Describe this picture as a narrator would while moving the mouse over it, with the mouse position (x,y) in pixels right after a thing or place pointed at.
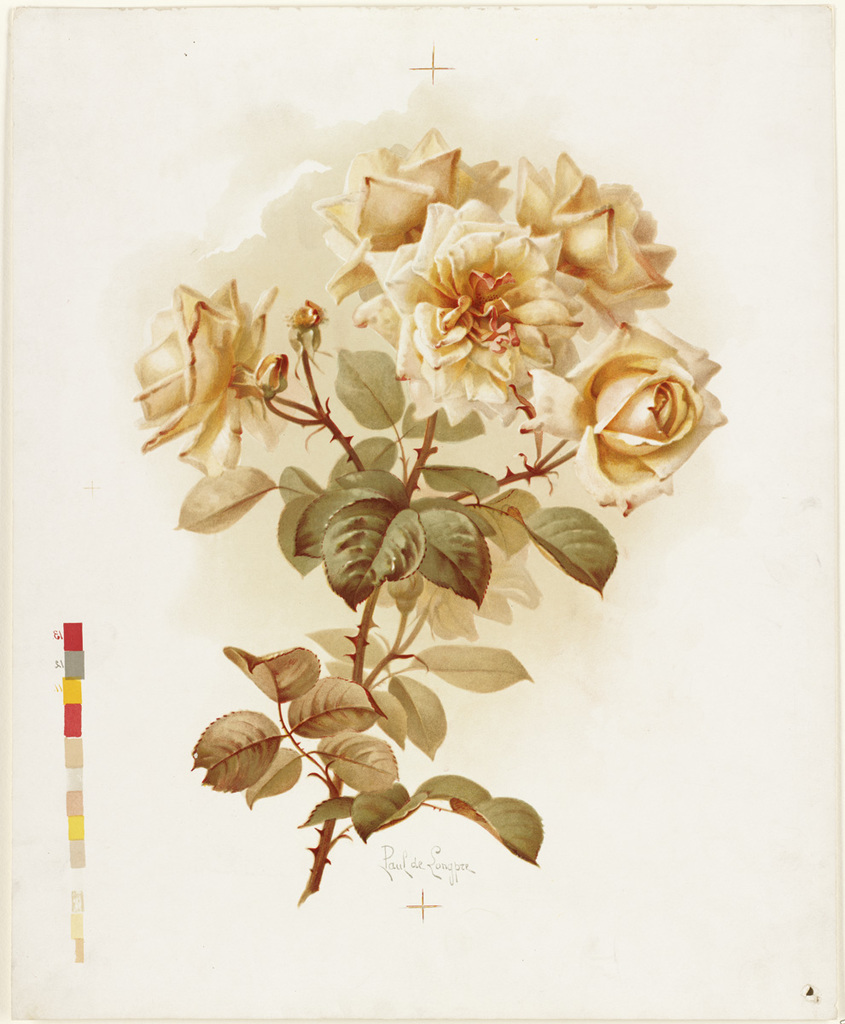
In this picture we can see some leaves (395,552) and flowers (514,372) in the middle (502,363), at the bottom (442,870) there is some text (446,858), we can see petals (563,402) of these flowers (498,304).
